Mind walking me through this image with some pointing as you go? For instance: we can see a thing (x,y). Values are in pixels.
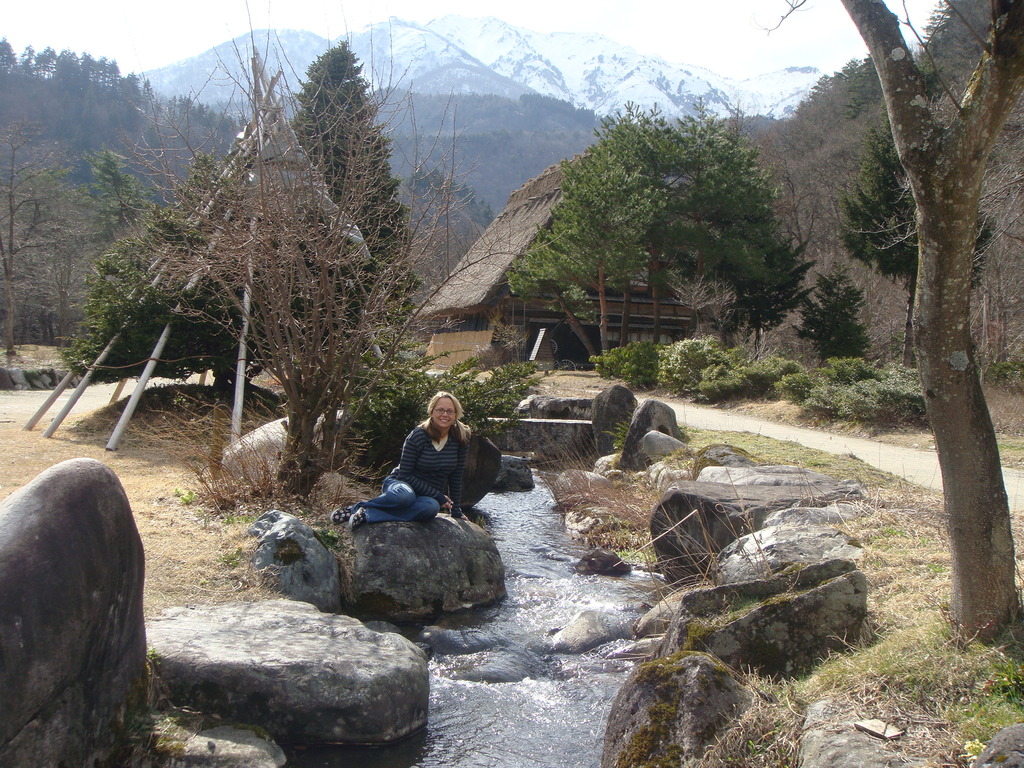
This image consists of a woman (441,446) sitting on a rock (380,574). In the middle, there is water (522,617) flowing. In the background (538,252), there is a hut (473,286) along with mountains (677,91) and trees (584,235).
